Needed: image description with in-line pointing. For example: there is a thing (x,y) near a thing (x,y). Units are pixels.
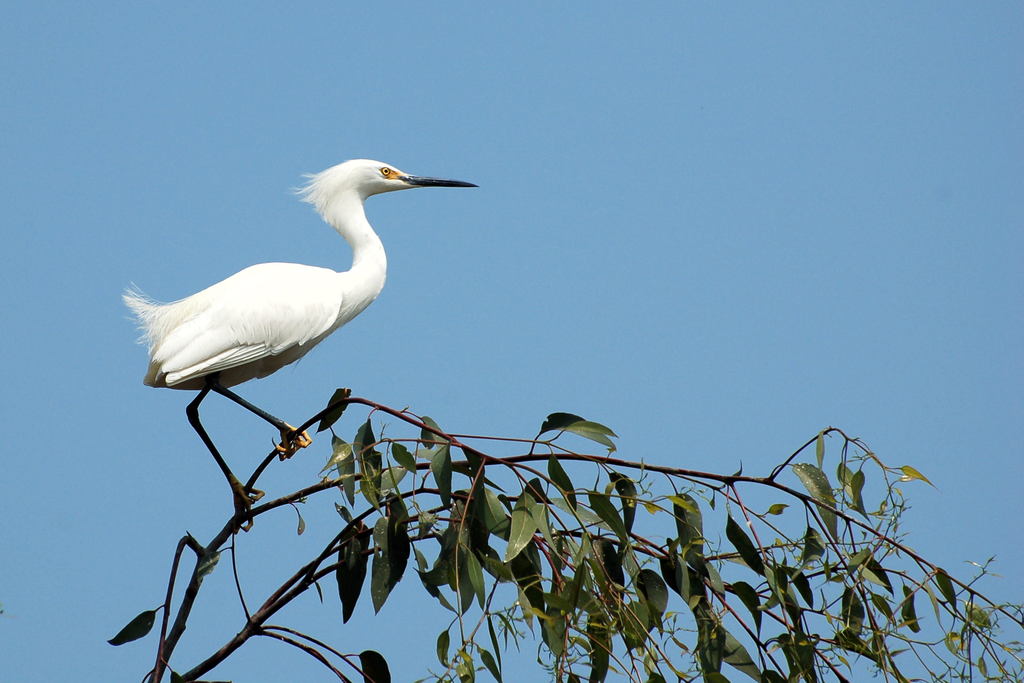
In this picture there is a white color bird (221,347) on the tree (176,561). In the foreground (175,575) there is a tree (395,473). At the top (685,150) there is sky (735,136).
